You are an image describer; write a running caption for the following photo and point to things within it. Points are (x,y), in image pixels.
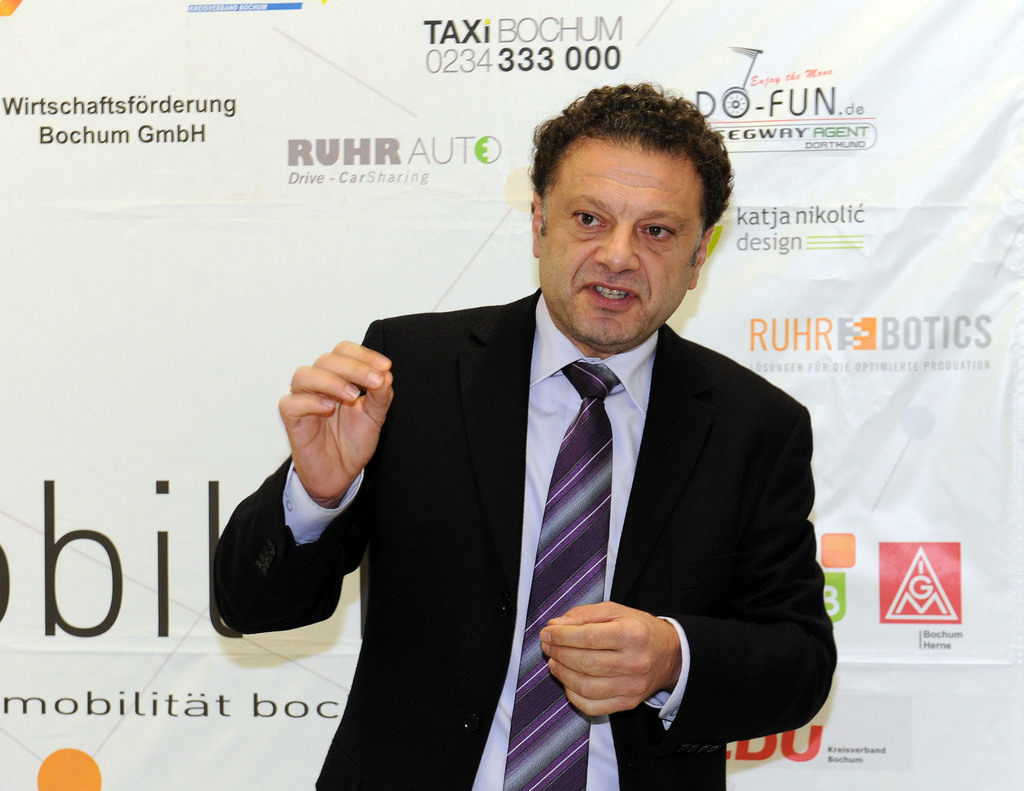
There is a person (709,435) in black color suit (448,504) standing and speaking. In the background (957,167), there is a white color banner (305,46) on which there are texts (746,109) printed.
